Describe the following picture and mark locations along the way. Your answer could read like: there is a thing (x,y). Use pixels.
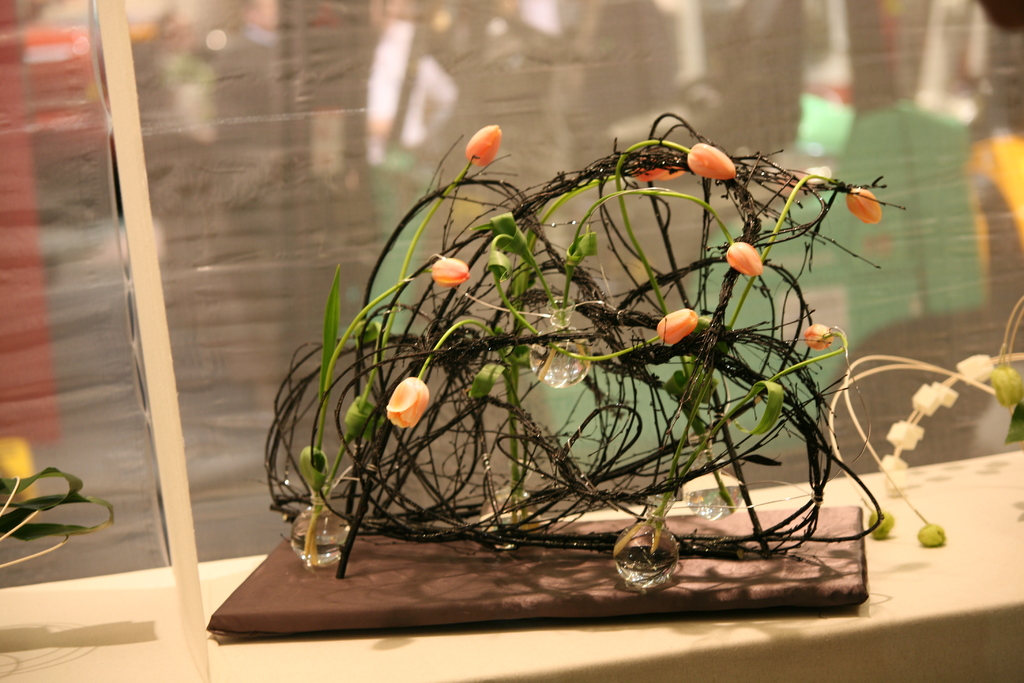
Here we can see a decorative object (612,478) with bulbs (653,582) and flower buds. There is a blur background (1011,218).
